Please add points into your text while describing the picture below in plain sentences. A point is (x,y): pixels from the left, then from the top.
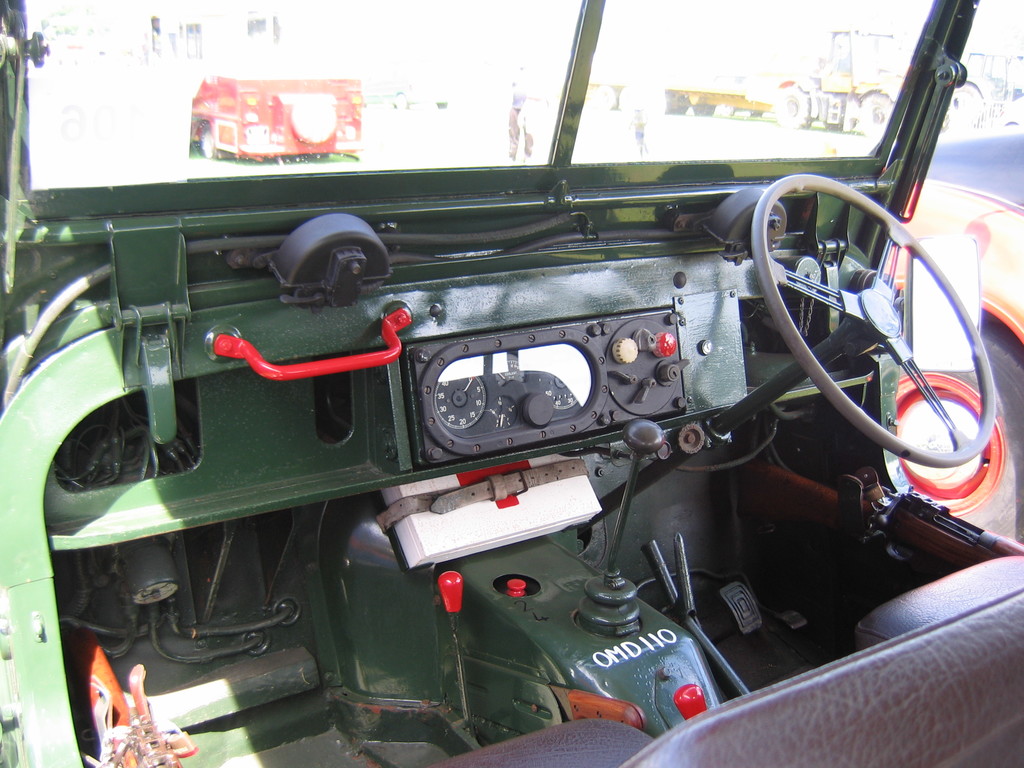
This picture is captured from inside of a vehicle (394,261) as we can see there is a steering (818,383) on the right side of this image (825,362) and there are some buttons (531,420) and meter (469,363) in the middle (492,407) and there are some vehicles (239,83) as we can see through the glass (524,120) at the top of this image (629,95).
